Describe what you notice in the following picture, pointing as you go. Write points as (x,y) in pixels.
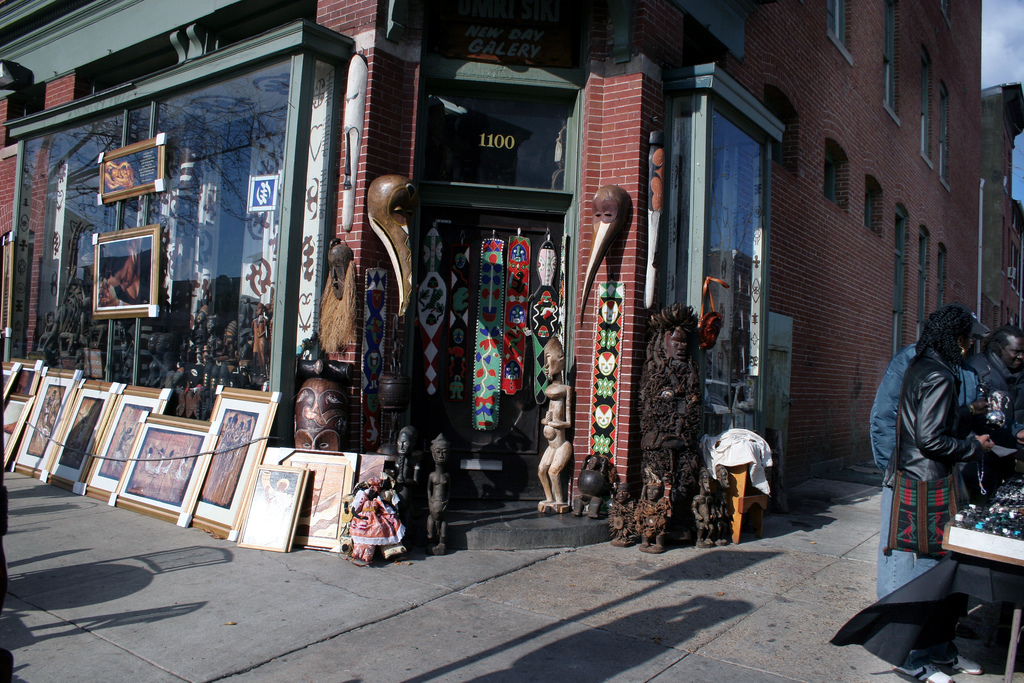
In this picture we can see frames (91,434), buildings (169,309) with windows (902,282), pipe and some people (921,377) standing on the ground (443,632), sculptures (553,369) and in the background (1006,38) we can see the sky (1000,71) with clouds (999,66).
